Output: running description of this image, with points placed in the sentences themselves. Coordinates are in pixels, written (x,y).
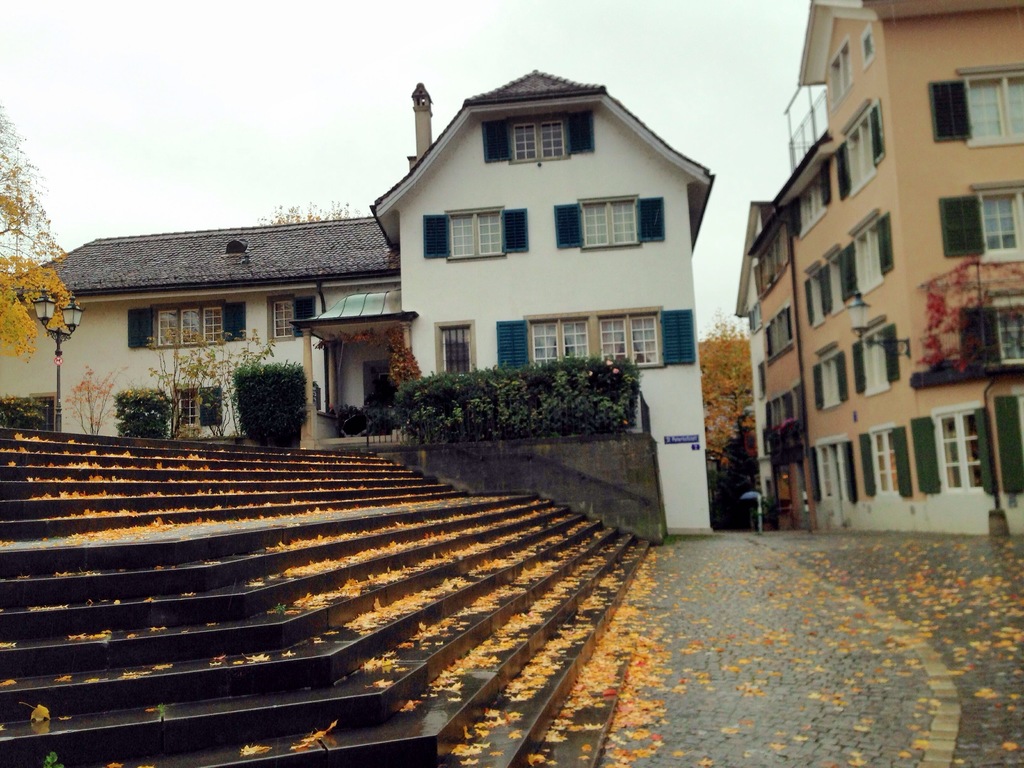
As we can see in the image there are stairs (127,532), trees (23,316), plants (383,404), buildings (645,262), windows (459,233) and sky (235,40).
